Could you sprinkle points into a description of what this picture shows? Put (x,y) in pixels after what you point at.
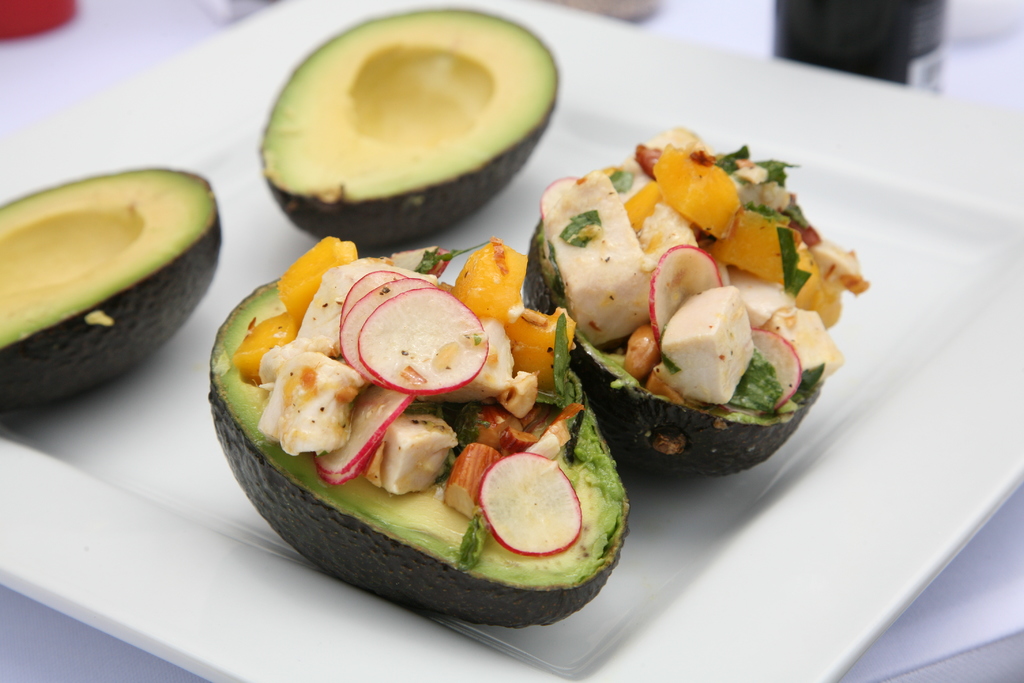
In this image I can see these are the avocado fruit halves (385,518) with different ingredients (536,340) on it on a white color plate (740,500).
